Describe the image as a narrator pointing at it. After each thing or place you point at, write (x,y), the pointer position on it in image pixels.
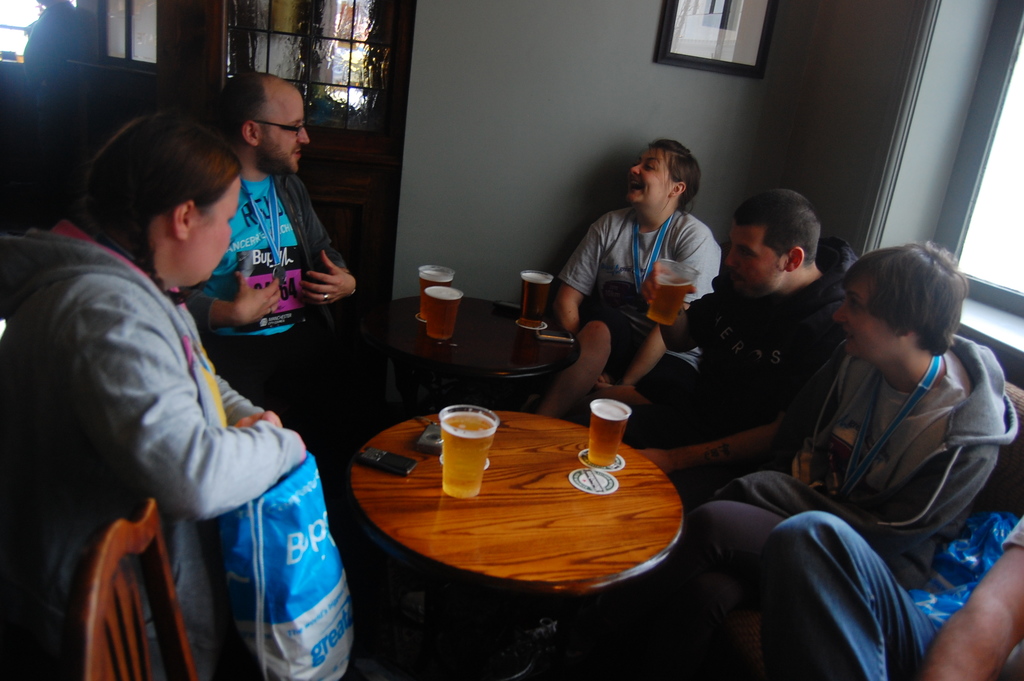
In this image there are group of people (224,280) who are sitting and in the center (449,342) there are two tables (504,448) on the table (508,446) there are some glasses (487,429) and that glasses (462,447) are filled with drinks (444,449) and on the top (490,75) there is wall (573,103). On the wall (601,32) there is one photo frame (712,41) and on the right side (973,191) there is a window (988,140) and on the left side (328,144) there is a door (255,58).
